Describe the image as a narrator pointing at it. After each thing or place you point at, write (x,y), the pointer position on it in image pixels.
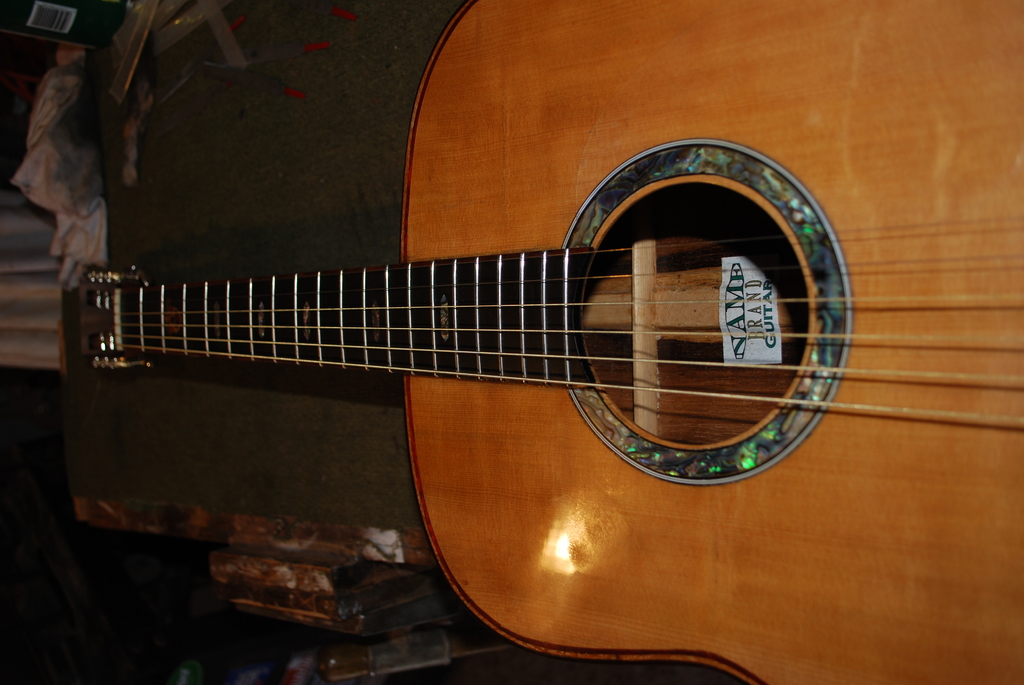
In this picture we can see brown color guitar (771,398) with strings (689,334) and aside to that we can see cloth (44,180) and it is dark.
